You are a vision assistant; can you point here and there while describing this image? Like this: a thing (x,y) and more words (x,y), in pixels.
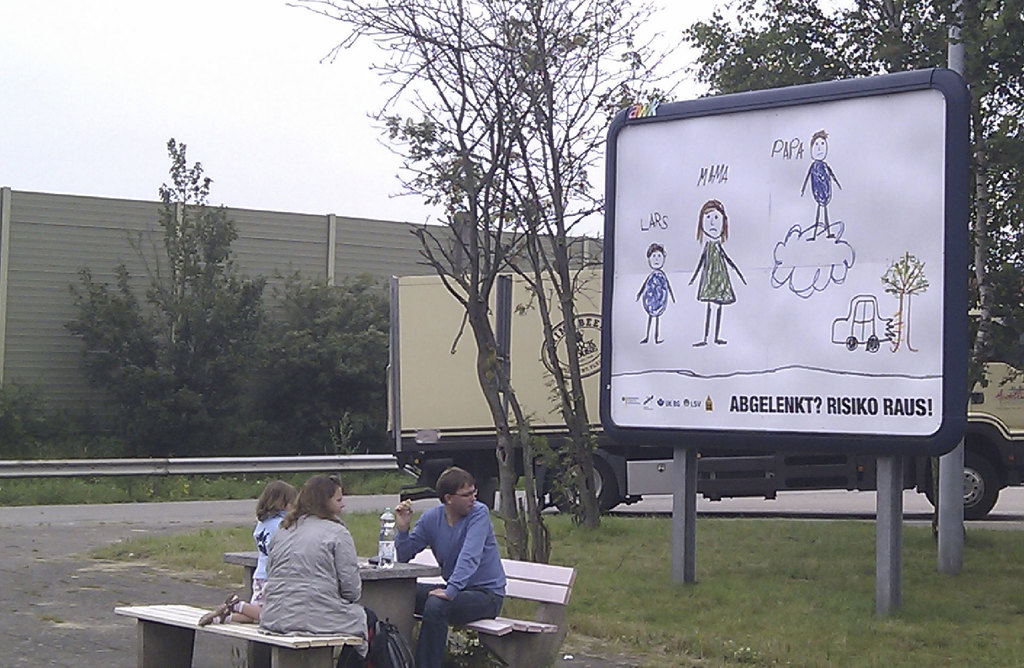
This is an outside view. On the right side (848,279) there is a board (869,218) on which I can see some text (744,401) and drawings (811,287). On the ground (746,618), I can see the grass (738,576). At the bottom (334,520) there is a woman (317,536), a man (473,615) and a child (257,562) are sitting on the benches (479,630). There is a bottle (395,562) on the table (399,584). Beside the table (400,598) there is a bag (391,650) placed on the ground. In the background (506,340) there is a truck (408,385) and a wall (265,262) and also there are many trees (506,75). At the top of the image (245,72) I can see the sky (268,113).
